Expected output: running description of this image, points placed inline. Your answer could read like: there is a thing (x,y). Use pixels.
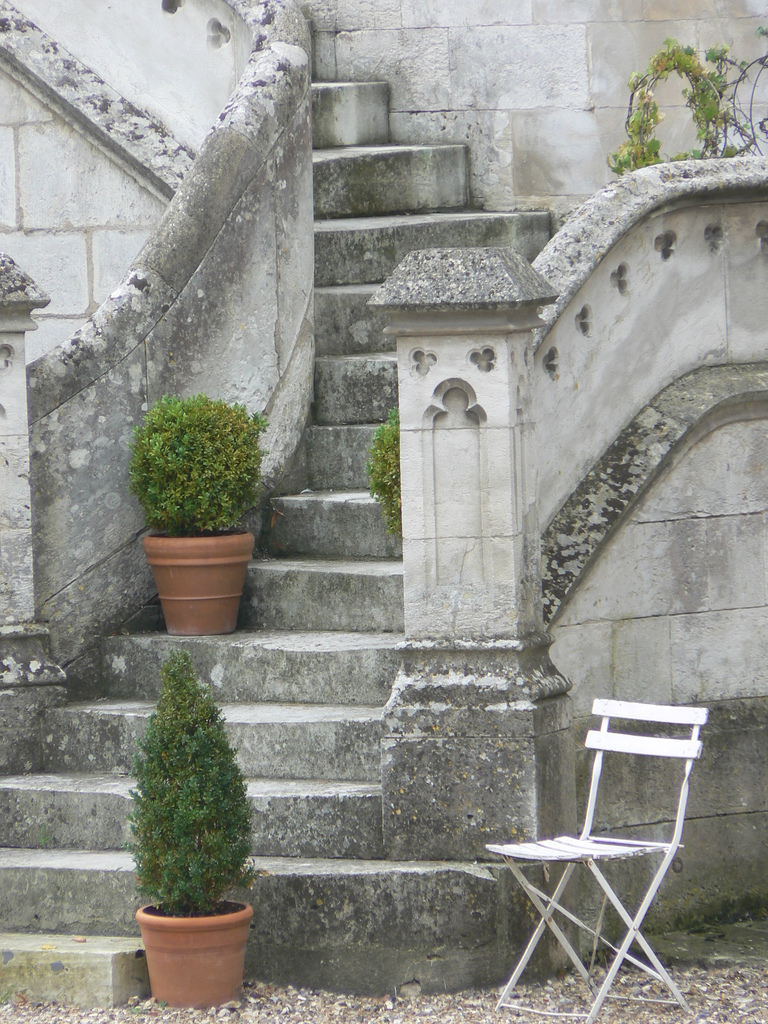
In this image we can see there are stairs (327,213) of a building (567,178) and there is a chair (682,790) and few plant pots (190,681).
